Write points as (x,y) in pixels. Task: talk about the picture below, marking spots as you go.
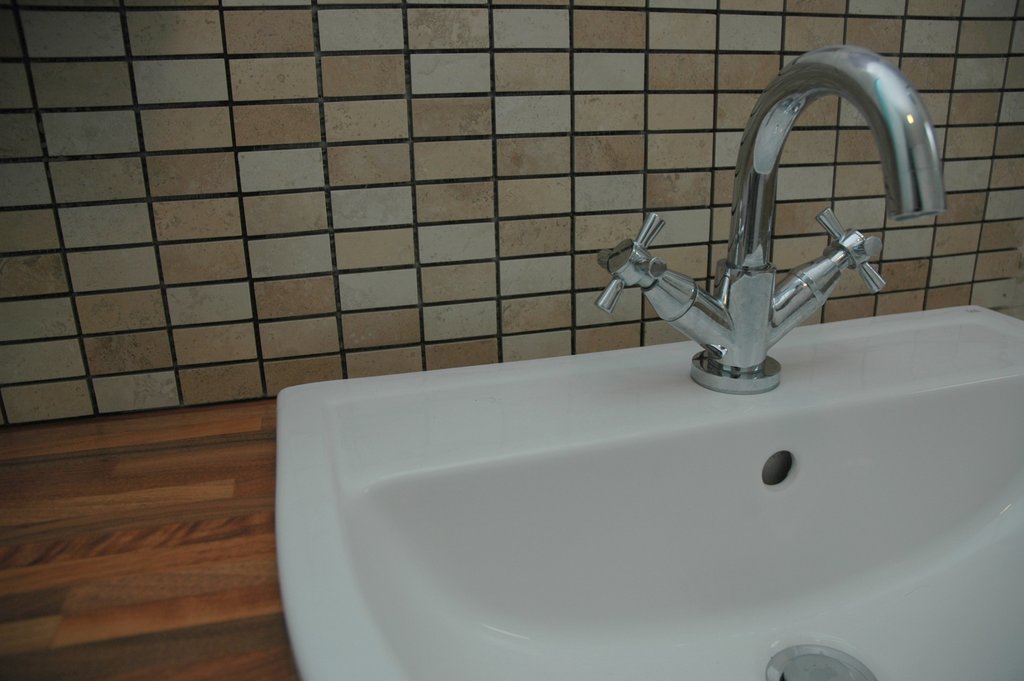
In this image we can see one white sink (688,445) with a tap (736,259) on the surface (162,541), near to the wall (450,98).
